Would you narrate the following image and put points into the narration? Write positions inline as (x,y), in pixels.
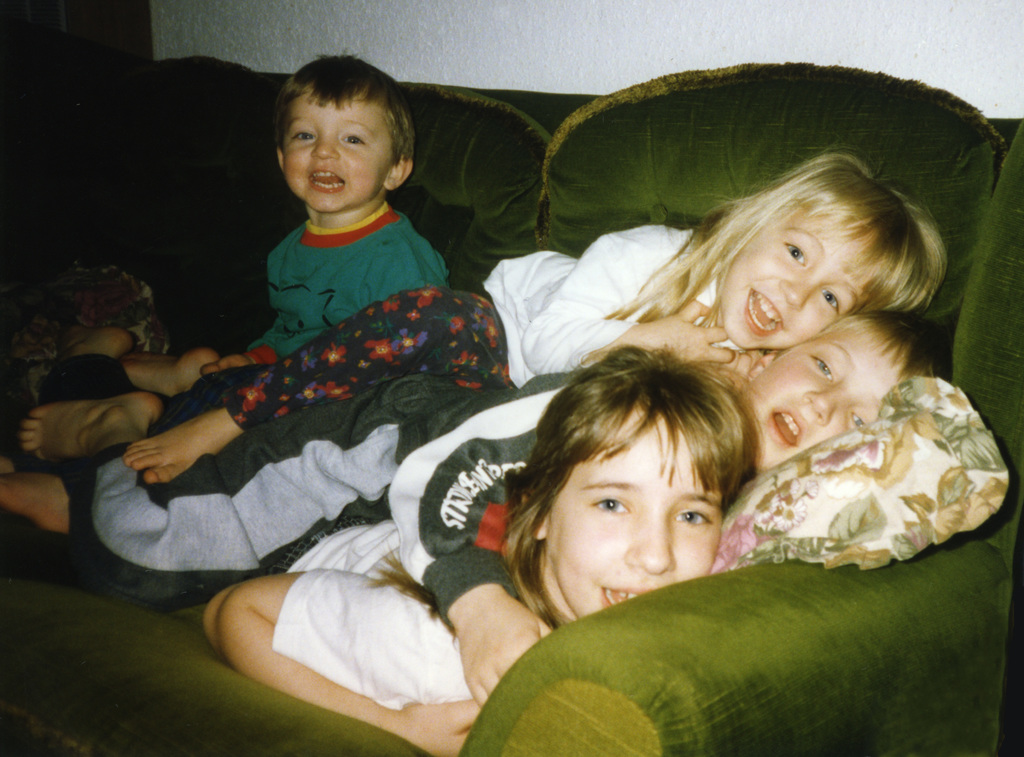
In the picture we can see some children (140,528) are lying on the sofa (111,661) one on each other and one child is sitting and in the background (489,2) we can see a wall (673,41).
